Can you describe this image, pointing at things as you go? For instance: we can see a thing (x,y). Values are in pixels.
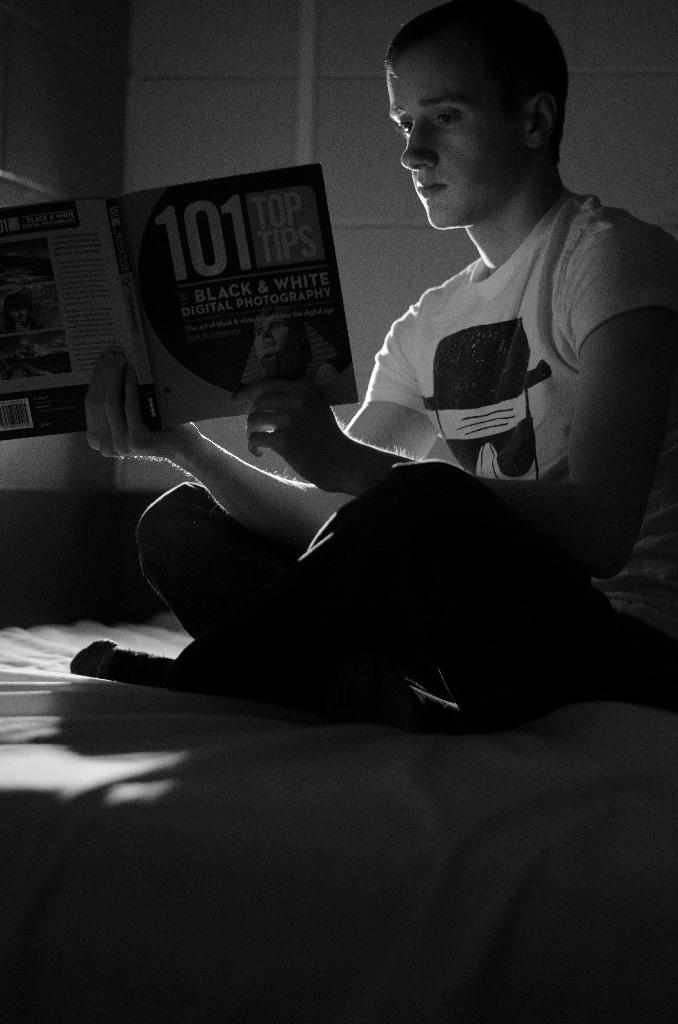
In the center (324,611) we can see one person (430,564) is sitting on the bed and he is reading book (161,319).
